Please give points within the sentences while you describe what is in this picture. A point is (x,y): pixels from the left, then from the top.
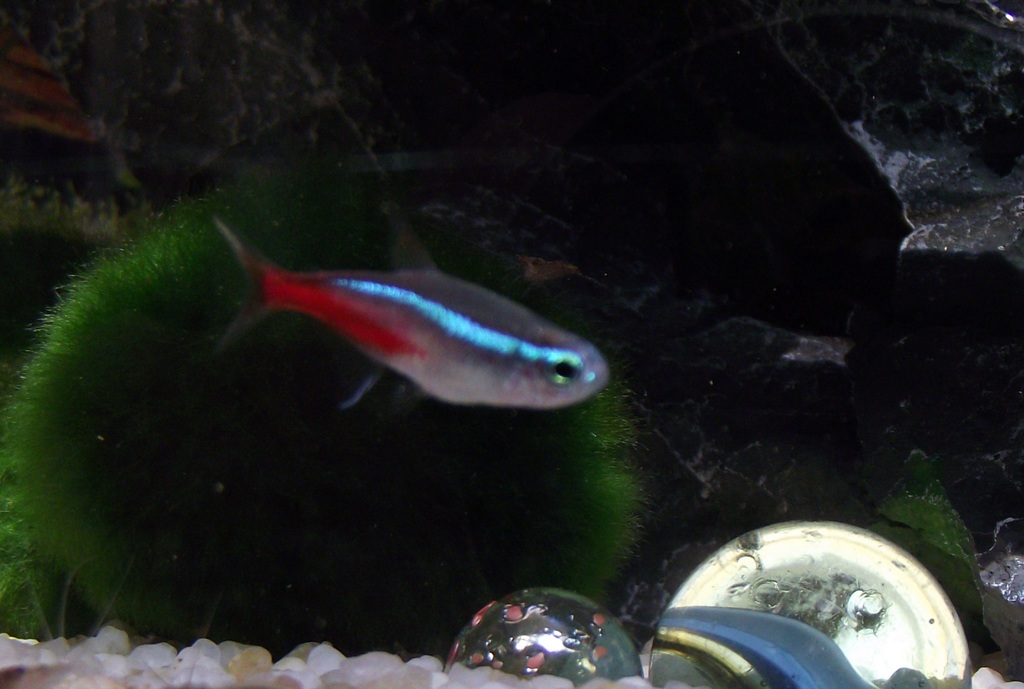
In this picture there is a fish (292,294) in the water (656,333). At the bottom (126,486) there are plants (232,197), marbles (525,626) and pebbles (227,645) in the water (643,326) and the fish (423,353) in blue and in red and in grey color.
